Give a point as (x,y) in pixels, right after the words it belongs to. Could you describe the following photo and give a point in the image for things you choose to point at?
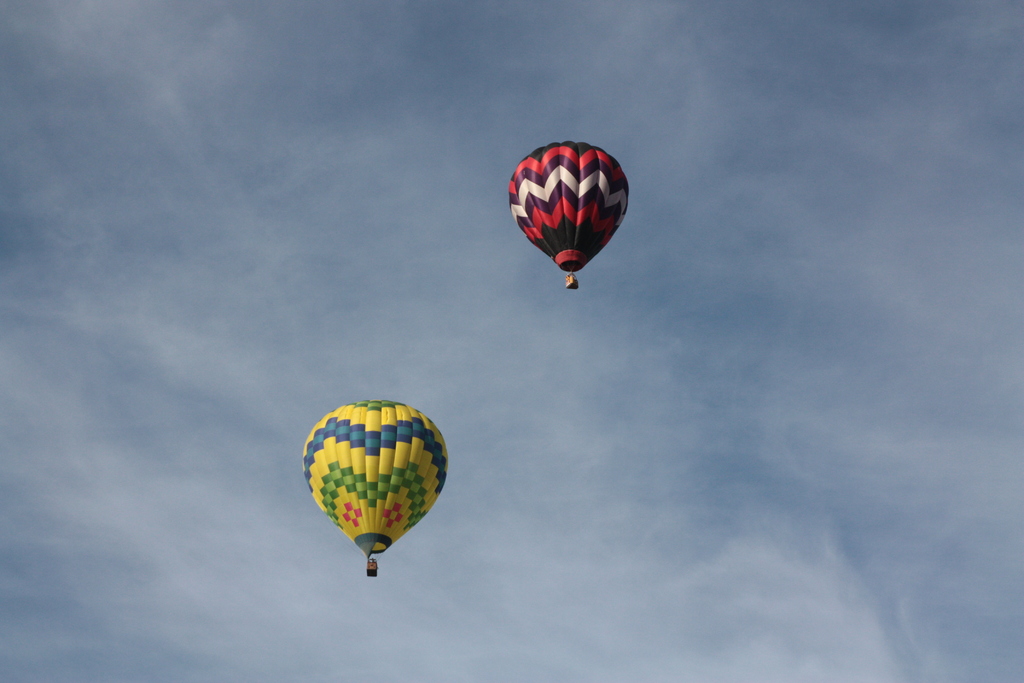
In this image there is the sky (407,265), there are air balloons (410,421) flying in the sky (486,350).
